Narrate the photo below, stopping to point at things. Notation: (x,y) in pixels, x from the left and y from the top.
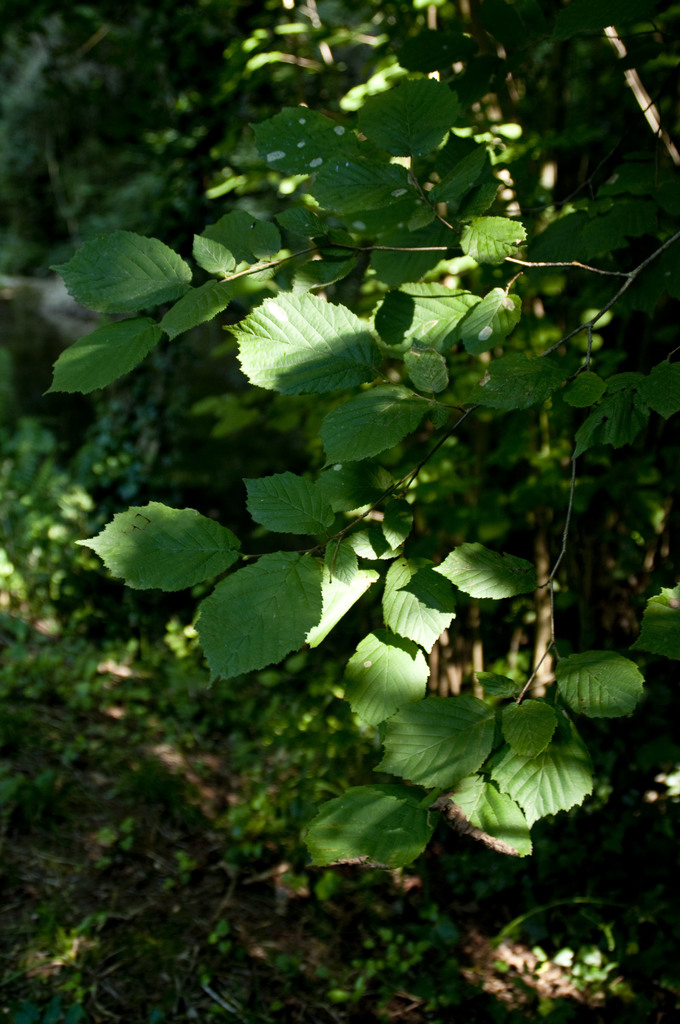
In this image we can see a group of plants (306,436).
